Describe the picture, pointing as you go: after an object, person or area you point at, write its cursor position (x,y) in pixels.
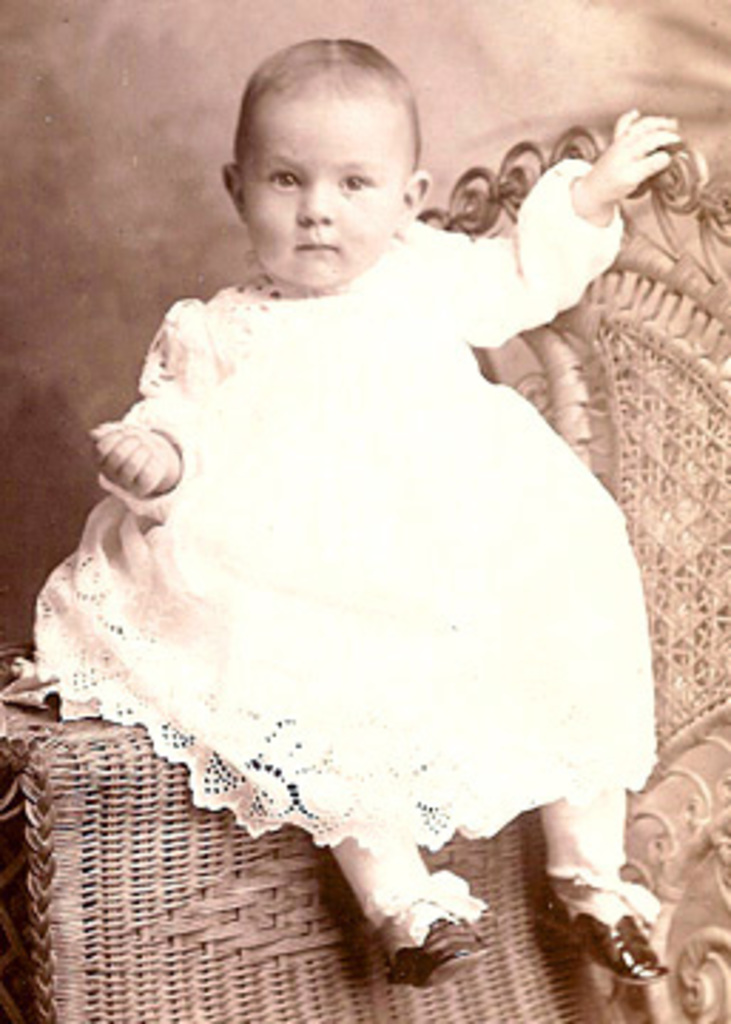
In the image there is a baby (385,742) sitting on the chair handle (100,751).
